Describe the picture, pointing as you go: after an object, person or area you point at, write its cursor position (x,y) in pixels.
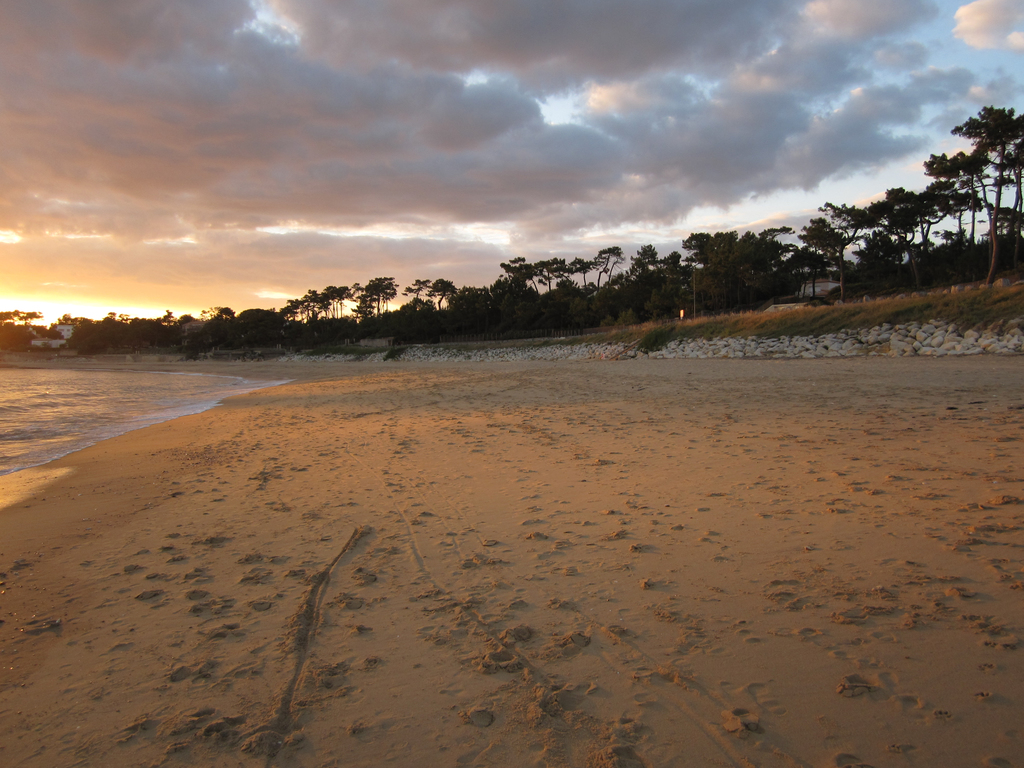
In this image we can see the sea (78,391), some sand (588,427) on the ground (976,379), some objects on the ground (917,413), some rocks (705,344), some trees (41,330), bushes (216,343), plants (946,303) and grass (764,320) on the ground (737,325). At the top (383,156) there is the cloudy sky (971,99).
